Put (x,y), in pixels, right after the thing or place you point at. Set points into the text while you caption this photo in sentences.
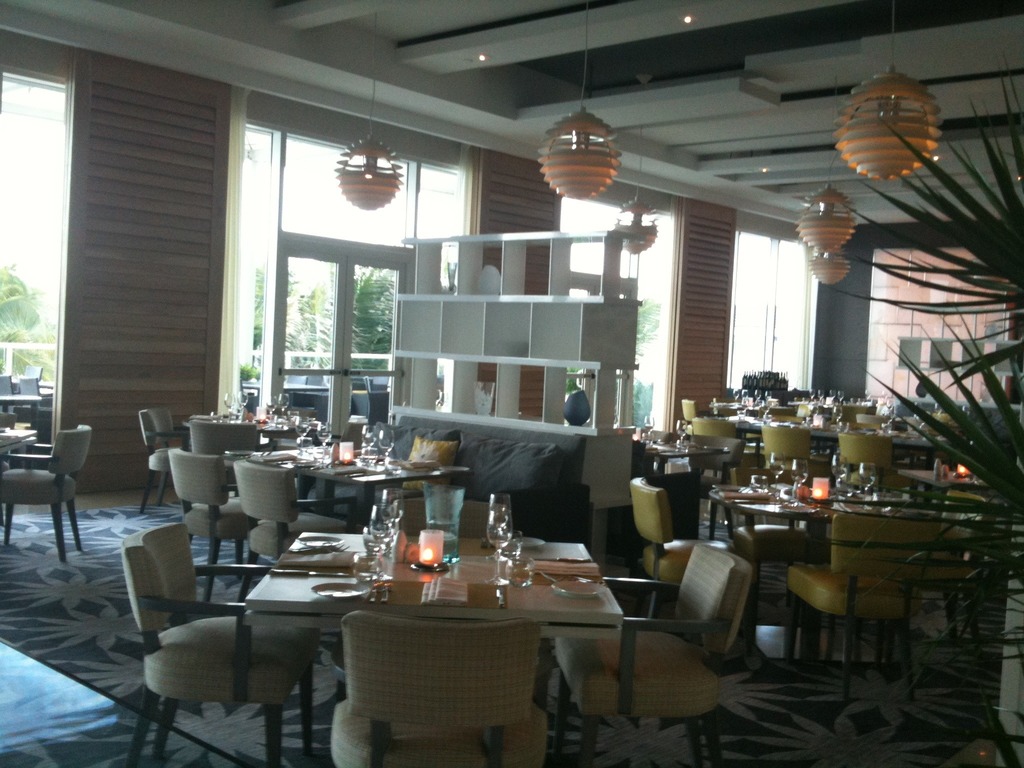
In this image I can see a room (825,660) in which there are tables (415,572) and chairs (470,651). On the tables (397,571) there are wine glasses (499,537), plates (335,595) and candles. There is a white shelf (566,308) at the center (509,376) and there are plants (1013,267) on the right (935,645). There are glass doors (395,257) at the back (291,290) through which we can see trees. There are light balls (590,139) hanging at the top (913,117).
